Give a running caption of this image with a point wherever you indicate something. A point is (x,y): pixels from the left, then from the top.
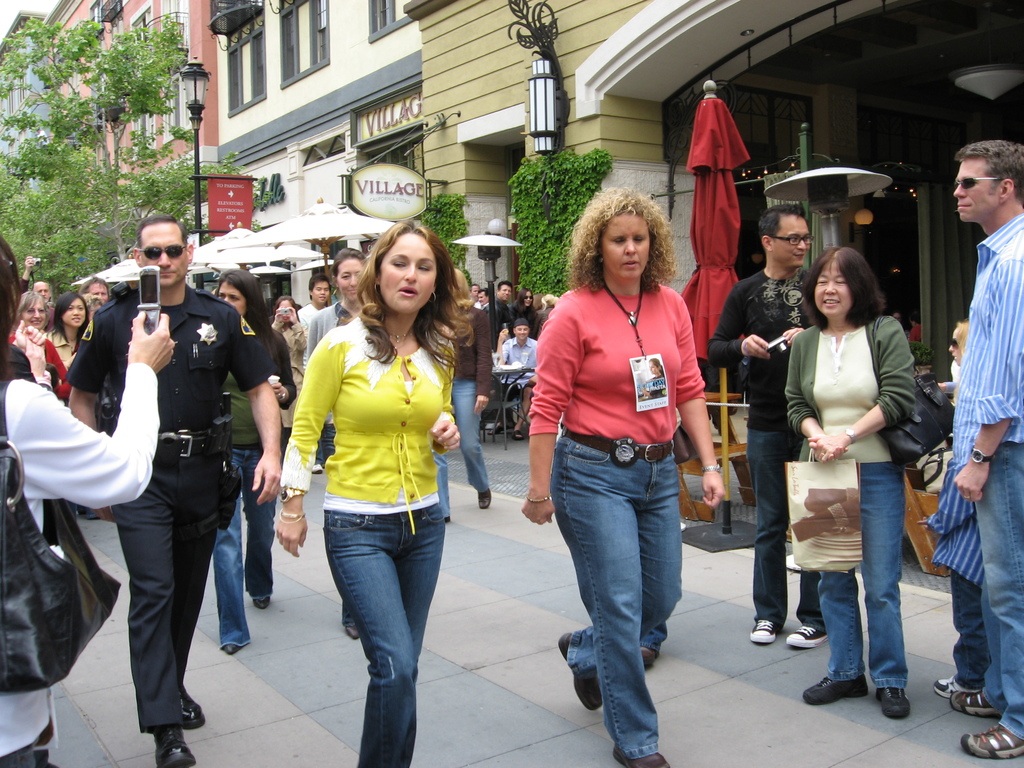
On the left side of the image (76,187) we can see tree (101,82), a person (185,506) wore a uniform (183,549) and a lady (31,710) is holding a cell phone (159,286) in her hand (138,351). In the middle of the image (502,342) we can see some people (483,464), a lady (642,630) is wearing a tag (644,393) to her neck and a board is there. On the right side of the image (943,692) we can see some people (985,630) and a lady (883,603) is holding a bag (819,536) in her hand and a building (932,40) is there.
